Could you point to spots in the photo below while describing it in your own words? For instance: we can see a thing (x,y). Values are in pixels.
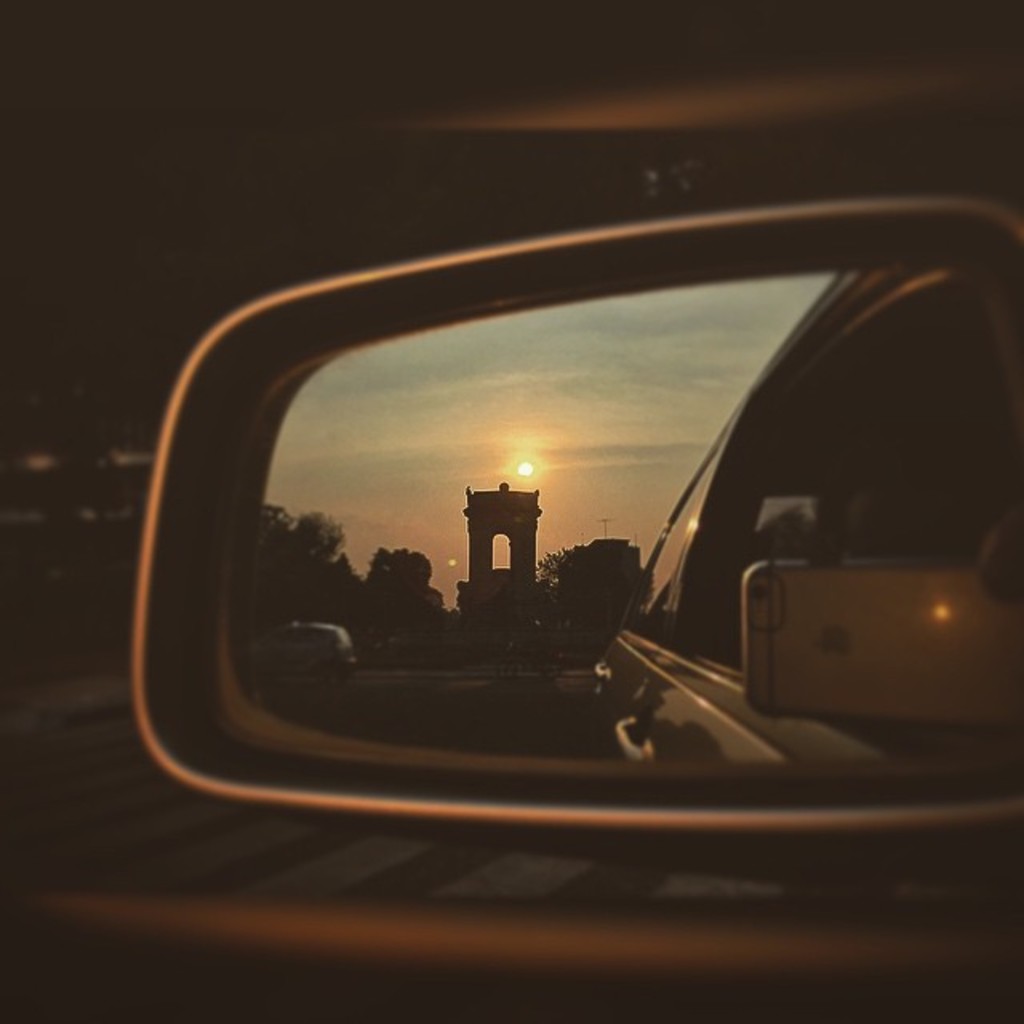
In this picture, we can see mirror (563,560) of a vehicle (533,577), we can see arch (471,557), trees (333,599), poles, mobile phone (772,661), road (522,679), vehicle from the mirror (616,479), we can see road (192,873) in the background (108,852).
